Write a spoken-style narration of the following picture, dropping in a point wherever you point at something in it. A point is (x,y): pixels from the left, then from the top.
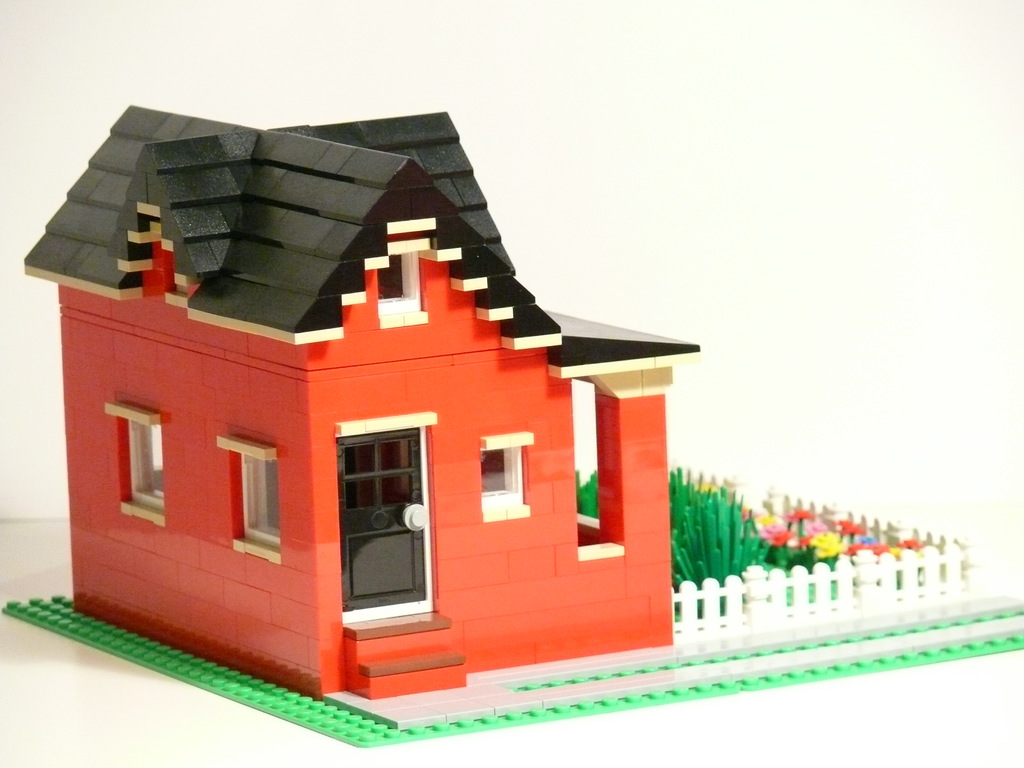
In the picture I can see toys (454,432) in the shape of house (553,545), fence (764,599) and plants (739,558). The background of the image (890,212) is white in color.
